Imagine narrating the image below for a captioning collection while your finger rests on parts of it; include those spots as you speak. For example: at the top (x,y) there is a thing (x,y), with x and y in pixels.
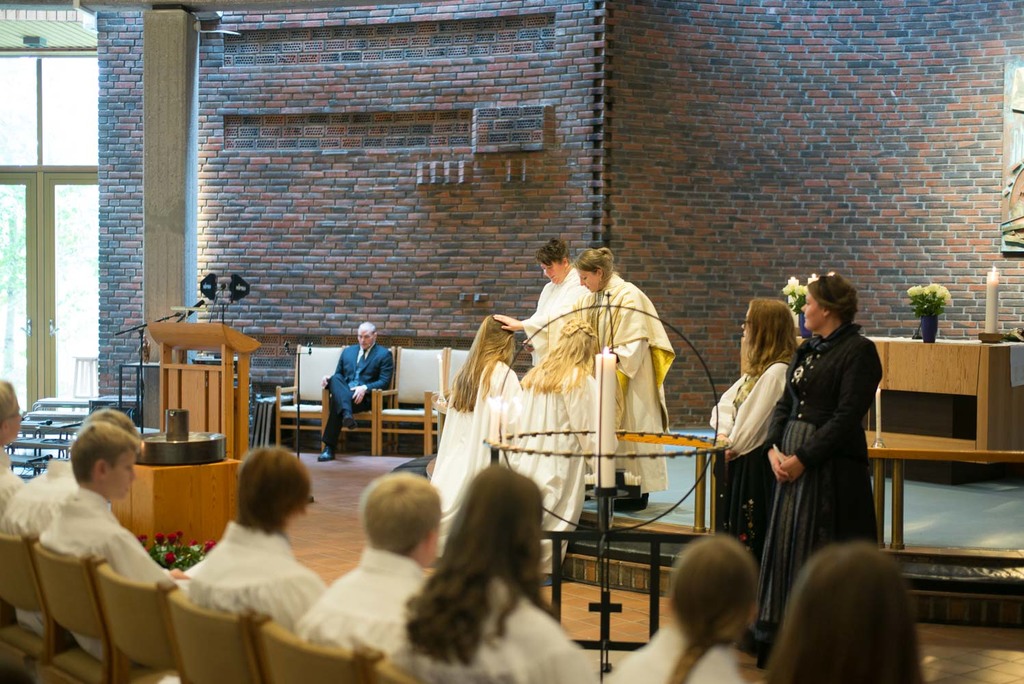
This image is clicked inside the church (335,478). There are so many chairs (387,410) in the middle (407,369) and the bottom of the image (257,615). There are so many people (443,617) sitting on the chairs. There are two people (823,389) standing on the right side (838,390), they are women (767,404). And there are 4 people (574,271) standing in the middle (629,301). 2 are blessing other 2 women (575,342). One person (361,410) is sitting on the chair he is wearing blue suit (368,369), and there is a podium (235,416) on the left side (206,396), there is a mic (181,318) near that podium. There are benches (29,458) on the left side (60,435). There is a door (25,254) on the left side (11,324) middle. There is flower vase (935,285) and a table (943,401) on the right side (957,433). There is also a candle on the right side (994,305).
